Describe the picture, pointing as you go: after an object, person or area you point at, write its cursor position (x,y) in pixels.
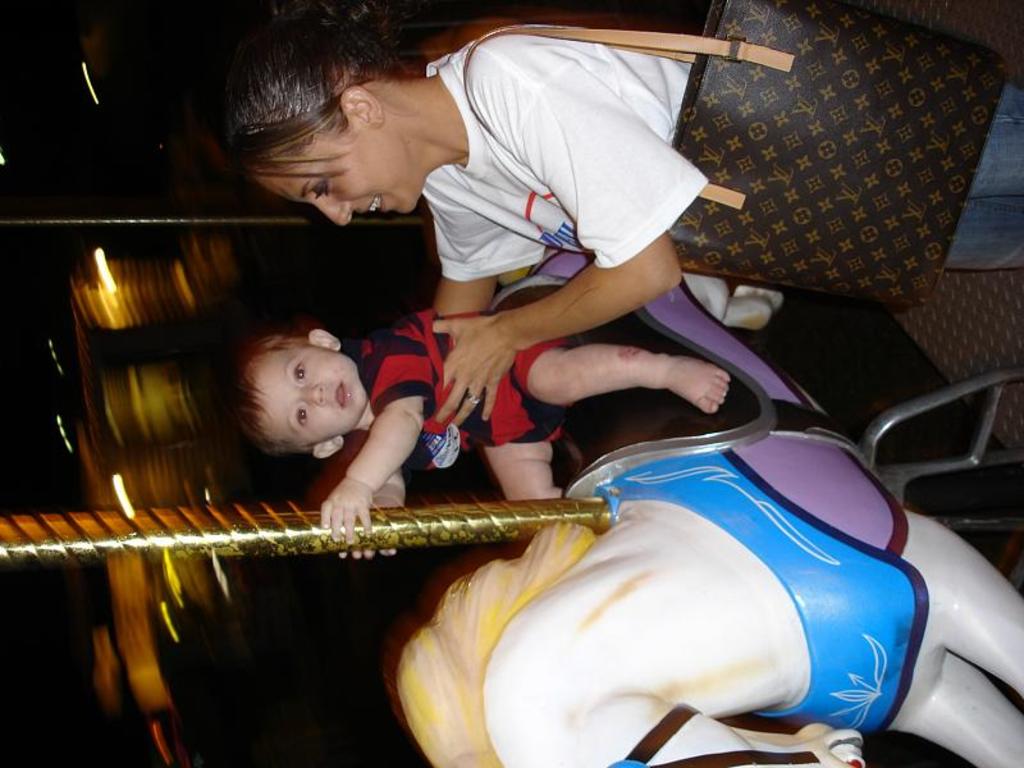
In this image I can see a woman (556,183) and a kid (376,402).
